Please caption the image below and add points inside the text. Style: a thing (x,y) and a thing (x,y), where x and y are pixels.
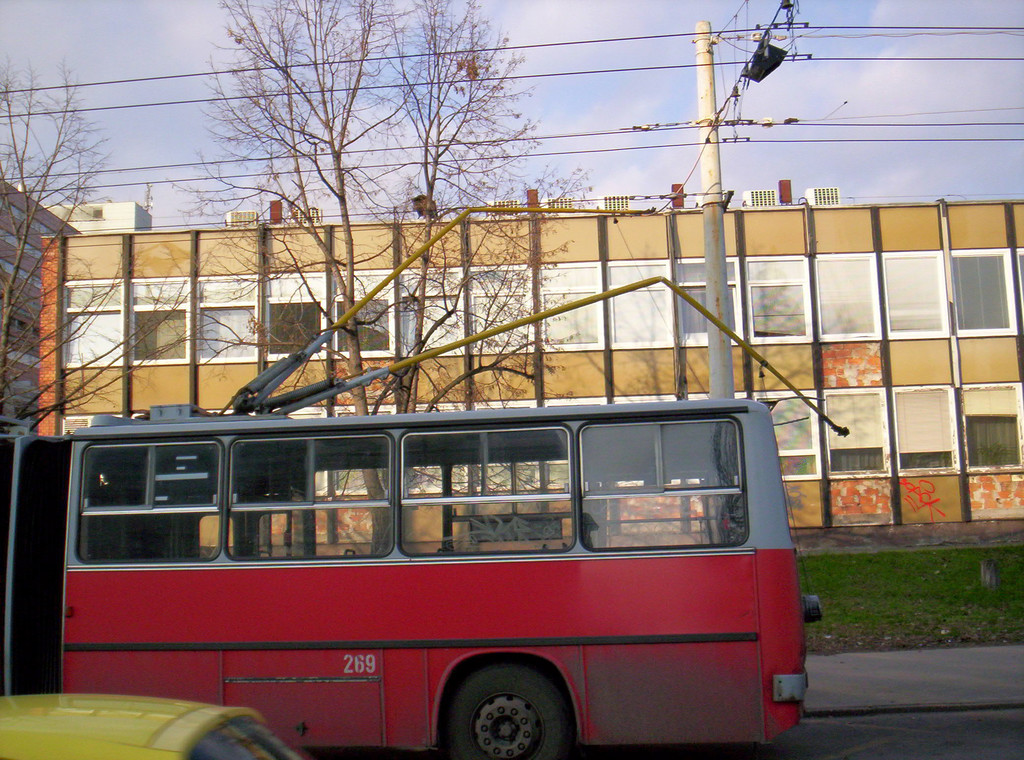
In this image there is road (847,744), on that road (871,733) a bus (776,713) and car (241,718) is moving, in the background (732,260) there is an electric pole (704,148), trees (291,268), buildings (48,316) and cloudy sky (896,17).
